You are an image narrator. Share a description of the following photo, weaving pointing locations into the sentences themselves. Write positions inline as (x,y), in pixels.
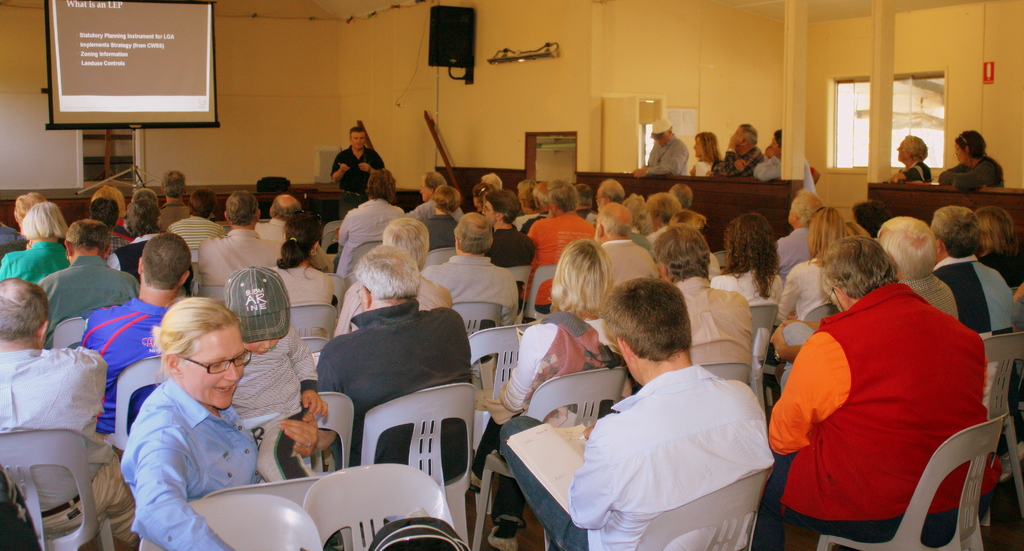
In this picture there are people (261,401) sitting on chairs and few people (924,145) standing. We can see screen (101,108), stand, speaker (435,37), board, wall (413,48) and few objects (278,183).
